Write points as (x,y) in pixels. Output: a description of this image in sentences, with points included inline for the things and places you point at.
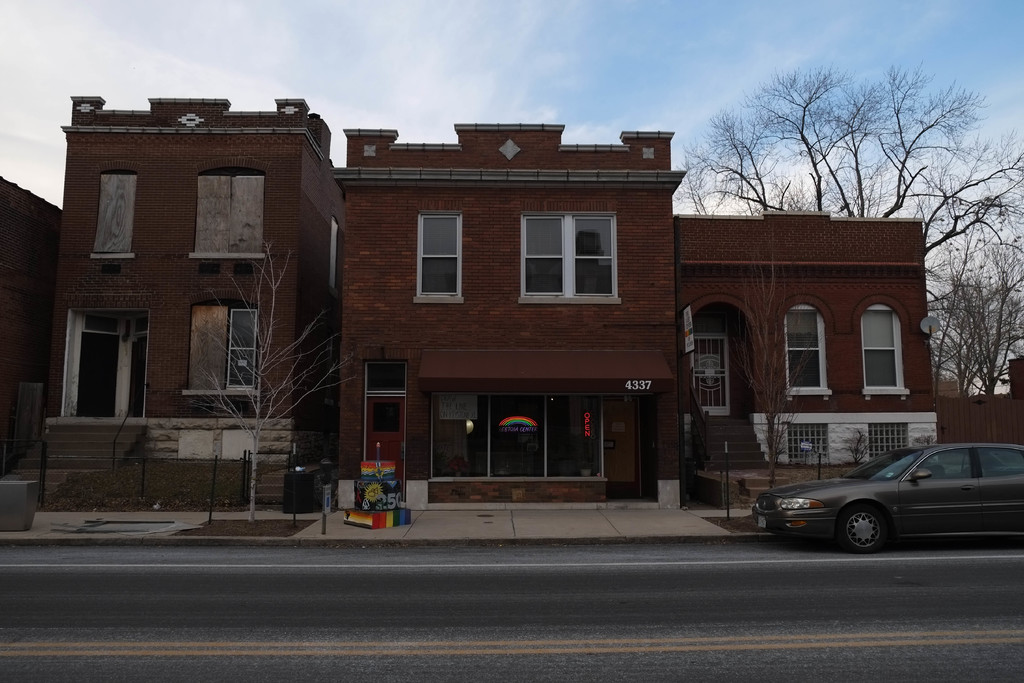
In this image we can see a group of buildings (775,281) with windows (458,440) and door (626,463) and some text (533,427) on it. In the background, we can see a car (966,493) parked on the road (671,560), a group of trees (756,365), fence (288,464), staircase (80,450) and the cloudy sky (400,67).
